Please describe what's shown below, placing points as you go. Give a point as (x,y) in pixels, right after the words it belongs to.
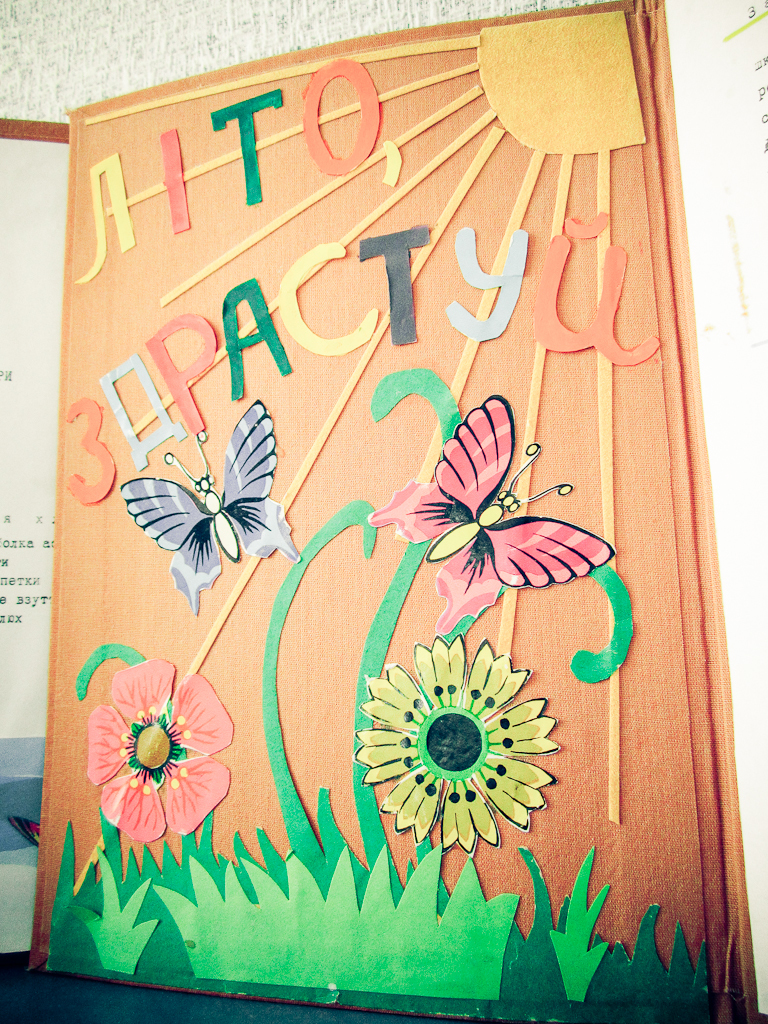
In this picture there are boards (579,472) and there are pictures (239,479) of butterflies (500,489), flowers (474,801) and grass (93,924) and there is text (468,335) on the boards (425,332). At the back (34,106) it looks like a wall (255,25). At the bottom (96,997) it looks like a floor (80,992).
